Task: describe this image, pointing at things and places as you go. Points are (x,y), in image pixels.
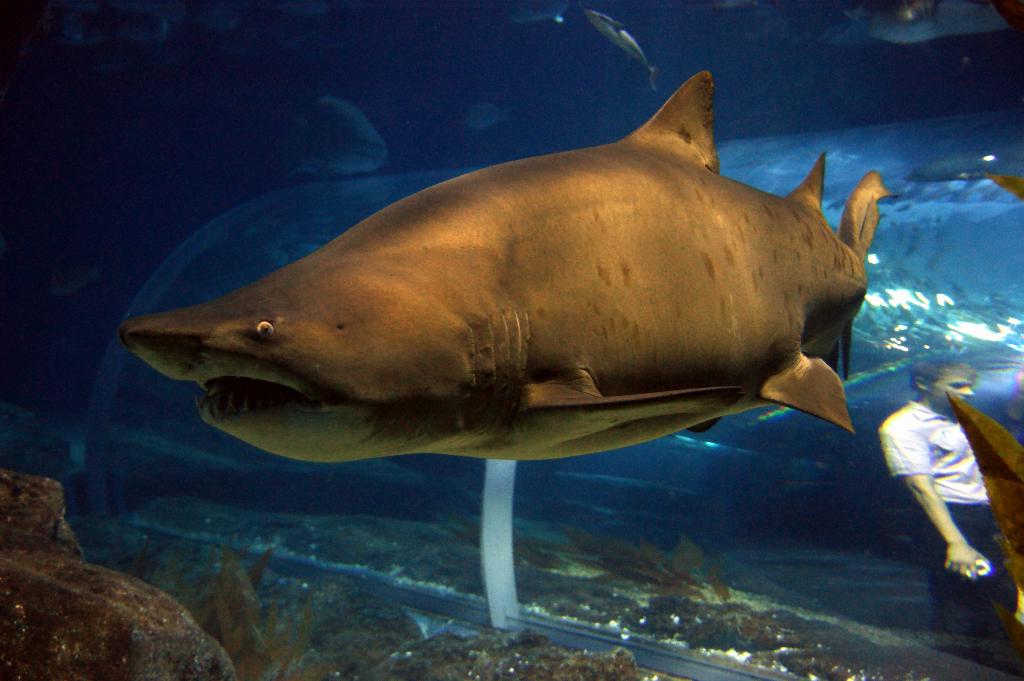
In this image we can see some fishes (615,37) in the aquarium (596,474). In the center (389,443) there is a shark (377,393) and we can see a person's reflection (963,559) in the aquarium (947,320).
